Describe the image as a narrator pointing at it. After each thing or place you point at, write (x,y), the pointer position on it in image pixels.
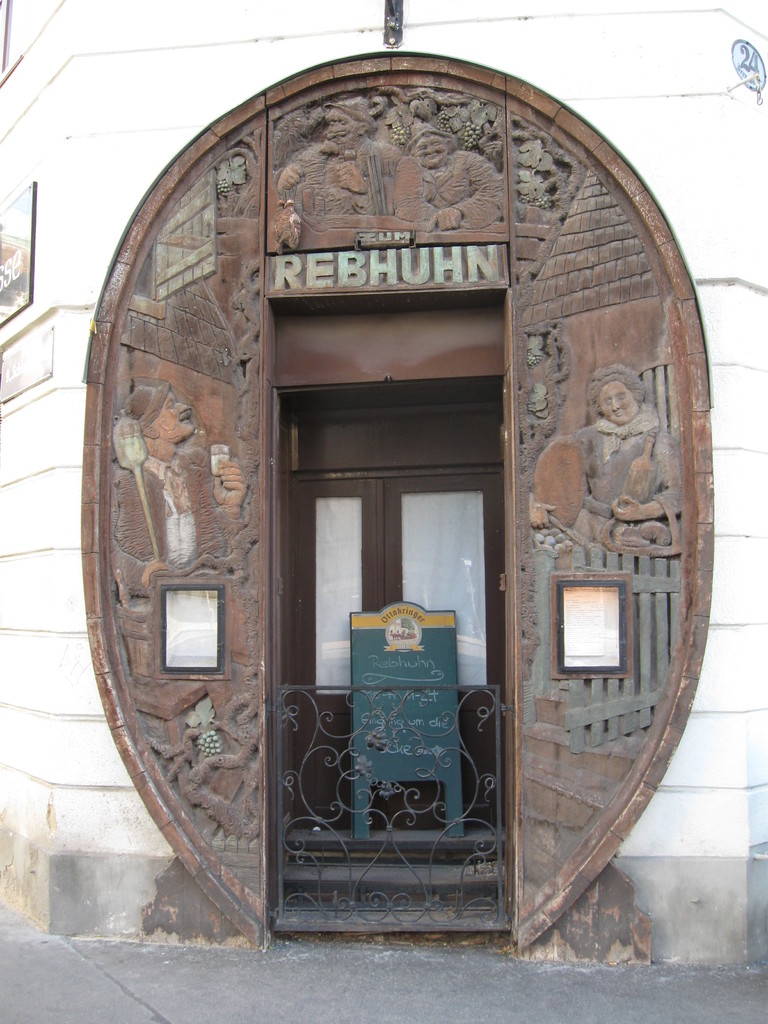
In the middle of the image (362,635) we can see few metal rods (440,688), board (418,645) and doors (441,567), on the left side of the image (45,329) we can find few posters (27,204) on the wall (34,460).
